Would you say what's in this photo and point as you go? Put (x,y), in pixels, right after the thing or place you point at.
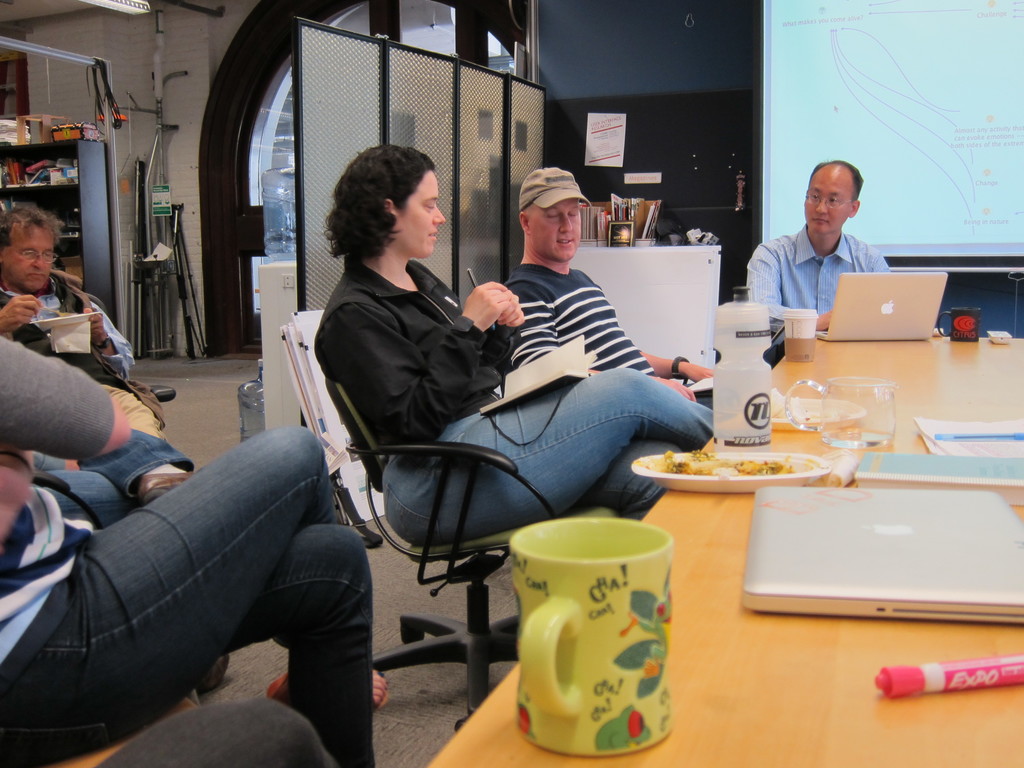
This picture describes about group of people (406,236) they are all seated on the chair (409,624), in front of them we can find bottle (728,326), couple of cups (659,560), glasses (853,419), plates (711,476), laptops (837,517), books (952,473) and a pen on the table (810,706), behind them we can see a water filter (267,299), a projector screen (848,146), a wall (646,102) and couple of books (633,220) on the table (651,277).
